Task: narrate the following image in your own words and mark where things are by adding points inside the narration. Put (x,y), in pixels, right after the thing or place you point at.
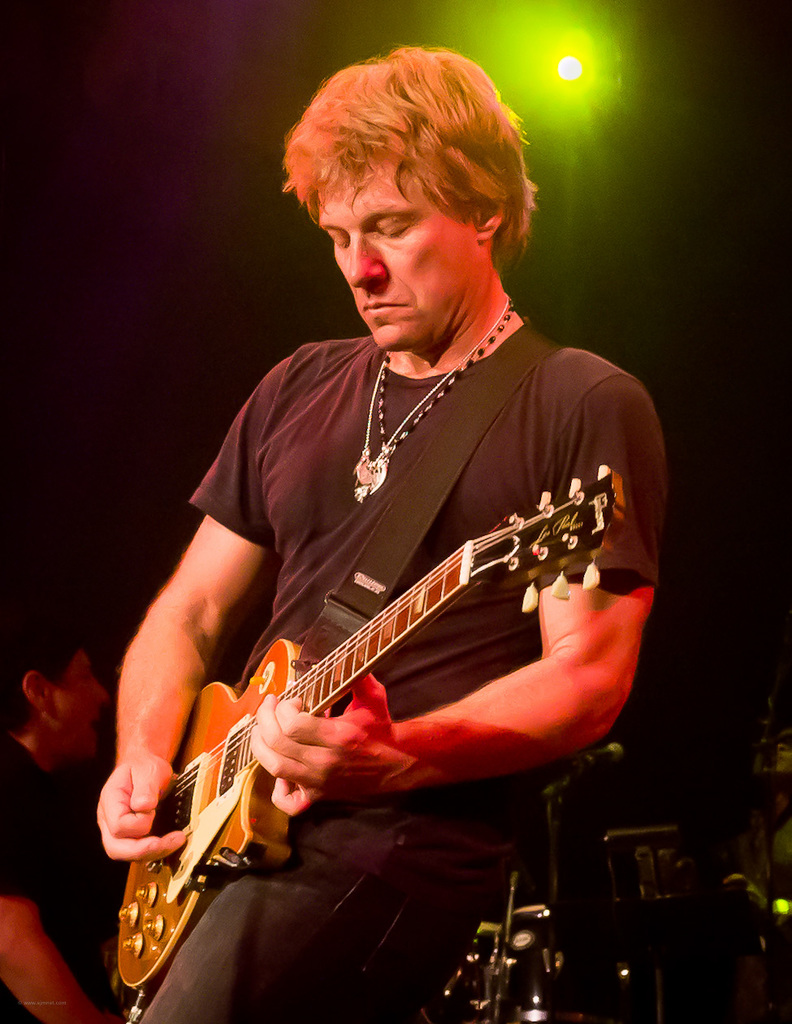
In this image I can see the man (297,458) is playing a guitar (434,580) in his hand (372,684) and wearing black colour t-shirt (422,575) and a chain (374,479) on his neck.
